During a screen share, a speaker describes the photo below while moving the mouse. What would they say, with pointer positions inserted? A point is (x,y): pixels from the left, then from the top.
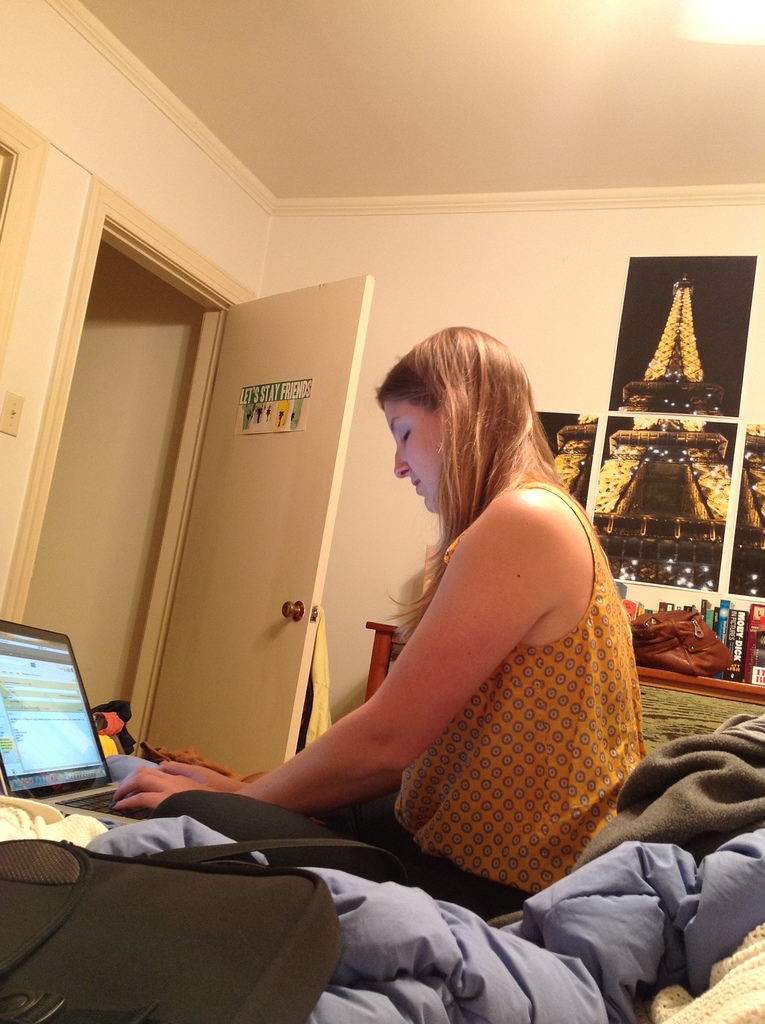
In this picture we can see a woman (546,757) is seated on the bed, in front of her we can find a laptop (49,642), beside to her we can see few books (730,639), bag (667,626) and some other things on the table (692,685), and also we can see few wall paintings (629,382) on the wall (563,372).
